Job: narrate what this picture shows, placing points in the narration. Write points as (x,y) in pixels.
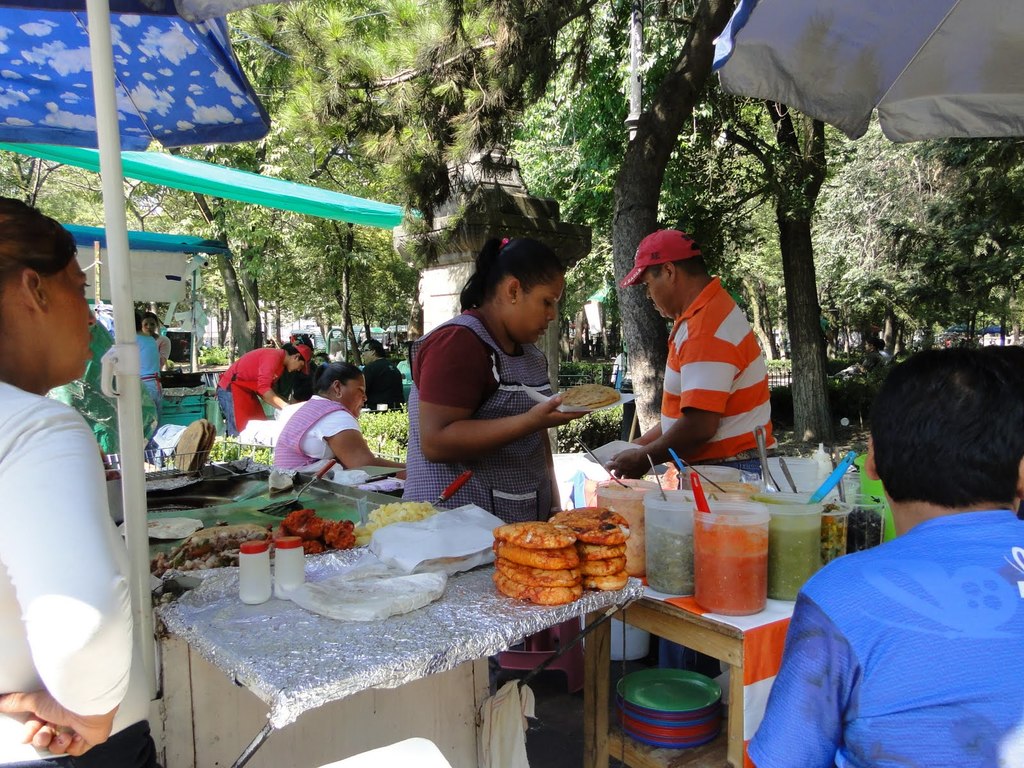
In the foreground of the picture (850,523) there are people (92,672), table (435,609), food items (675,546), boxes (860,538), spatulas (710,482), jars (297,562), umbrellas (12,102) and other objects (397,548). In the background (320,283) there are people (153,330), tents (171,183), trees (281,299) and other objects (424,288).
